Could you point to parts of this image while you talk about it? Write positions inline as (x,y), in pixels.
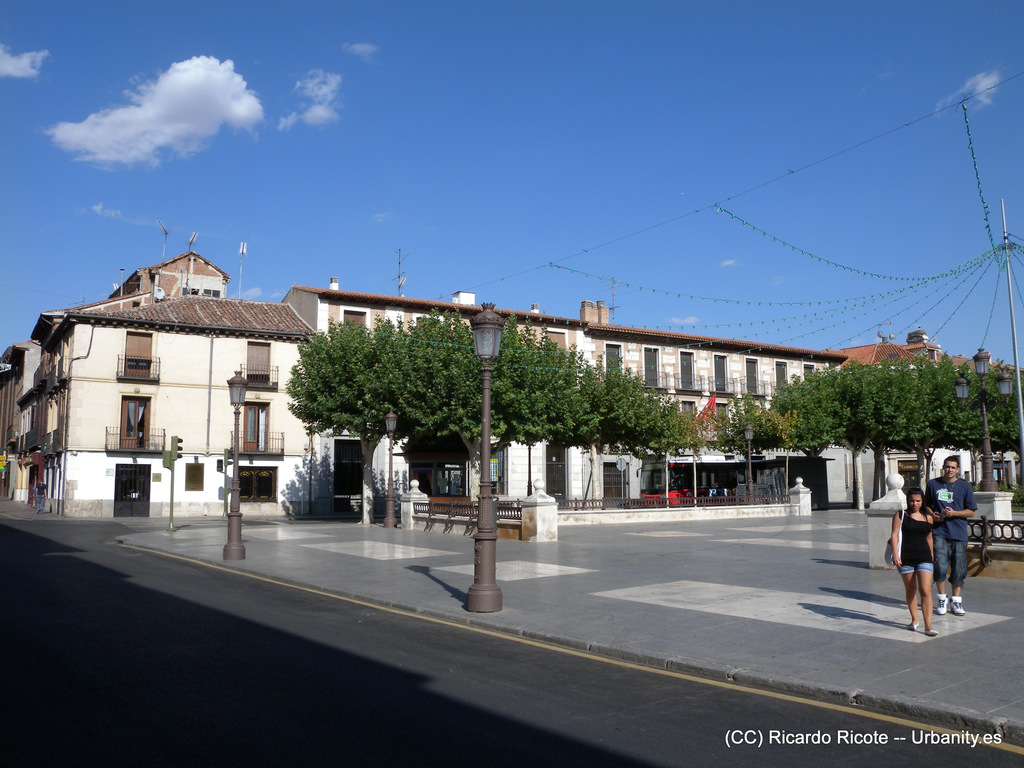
In the foreground of this image (370,662), there is a road (589,724). In the middle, there is a pavement (769,606) on which, there are two people (916,559) walking on it on the right (909,546). We can also see trees (606,399), railing (454,509), poles (239,522), buildings (185,432) and cables (885,307). At the top (538,69), there is the sky (413,70).
